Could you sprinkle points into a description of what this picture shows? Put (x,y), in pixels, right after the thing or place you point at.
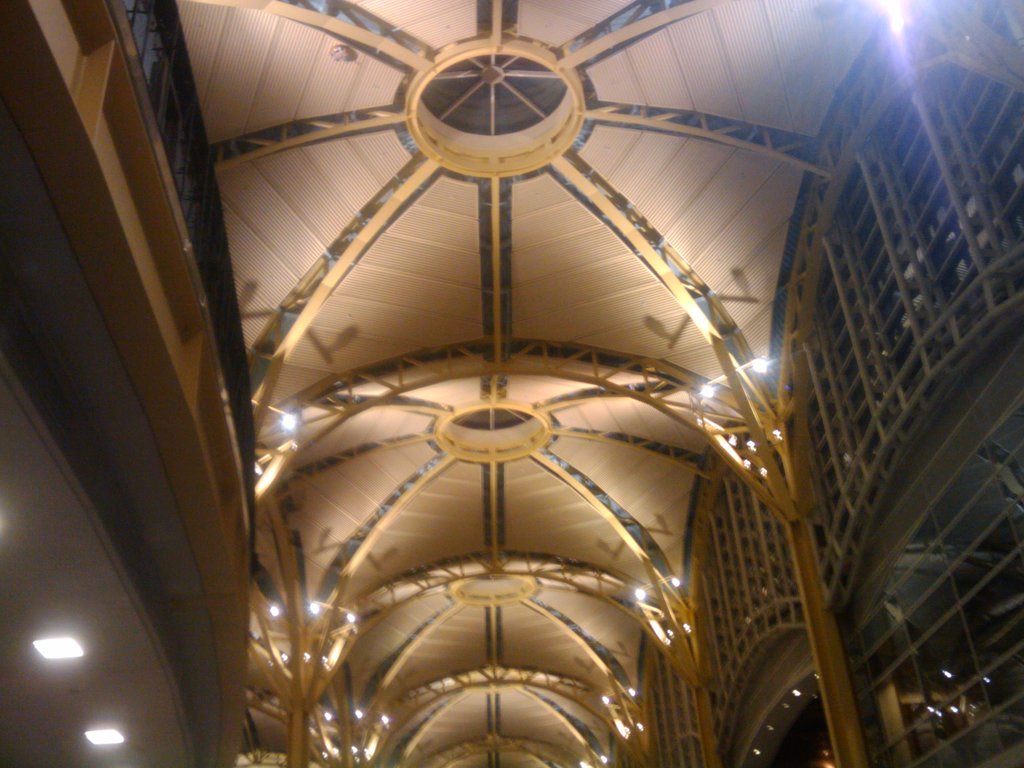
In this image we can see an inside view of a building (668,523) with some poles (731,467) and some lights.
